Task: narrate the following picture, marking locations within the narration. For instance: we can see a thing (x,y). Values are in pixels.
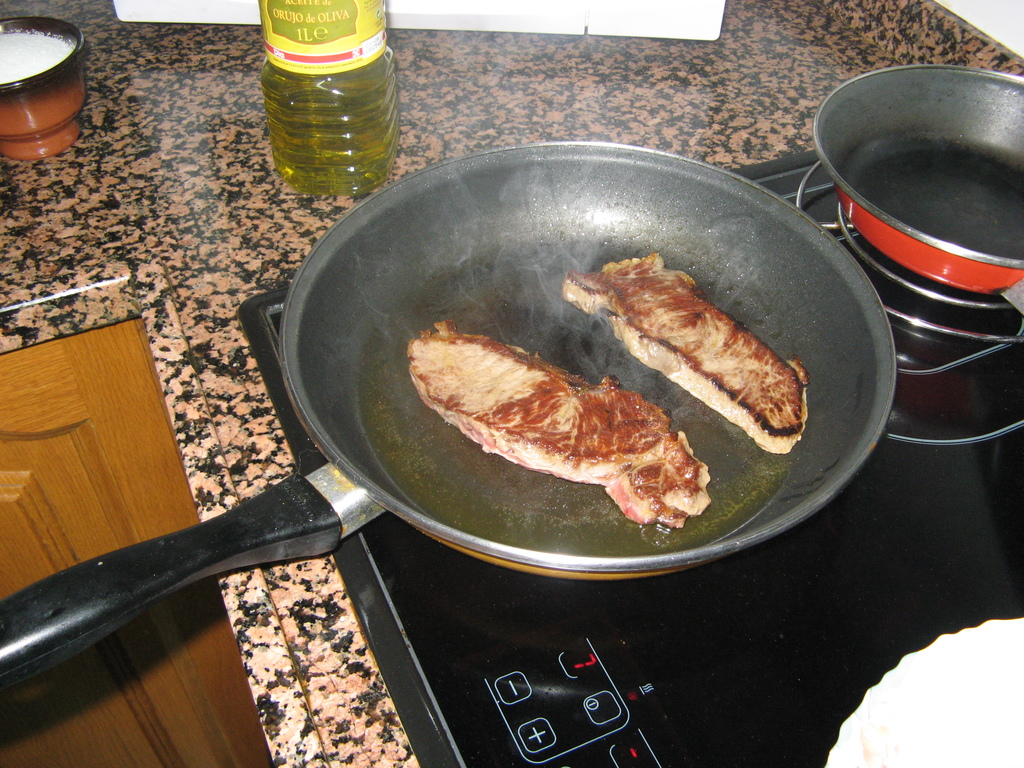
In this image there is a stove (907,615), on that stove (955,442) there is pan (712,217), in that pan (693,222) there is food item (596,396), on that table (229,299) there is bottle (329,91).
